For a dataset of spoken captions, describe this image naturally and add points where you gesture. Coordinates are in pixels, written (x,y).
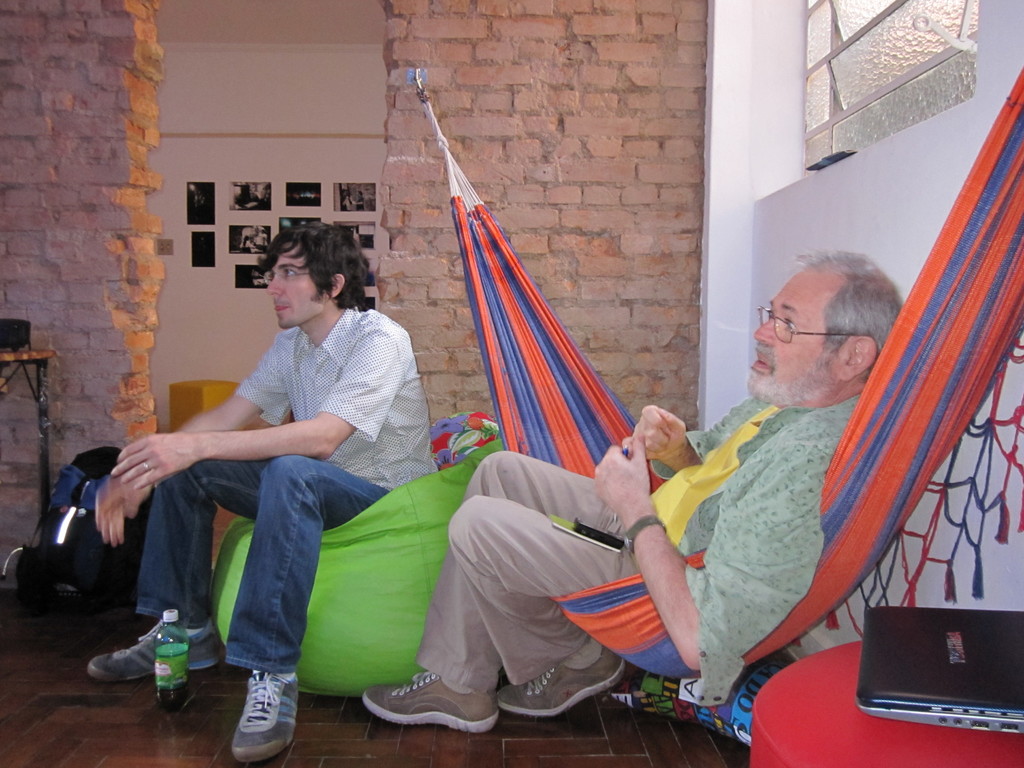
In this picture there is a man (269,730) sitting on the bean bag (386,627) and there is a man (800,280) sitting on the fabric swing (932,289). There is a laptop (968,669) on the table (907,743). At the back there is an object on the table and there is a bag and bottle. At the back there are pictures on the wall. On the right side of the image (853,56) there is a window (815,132). At the bottom (371,720) there is a floor (363,727).
